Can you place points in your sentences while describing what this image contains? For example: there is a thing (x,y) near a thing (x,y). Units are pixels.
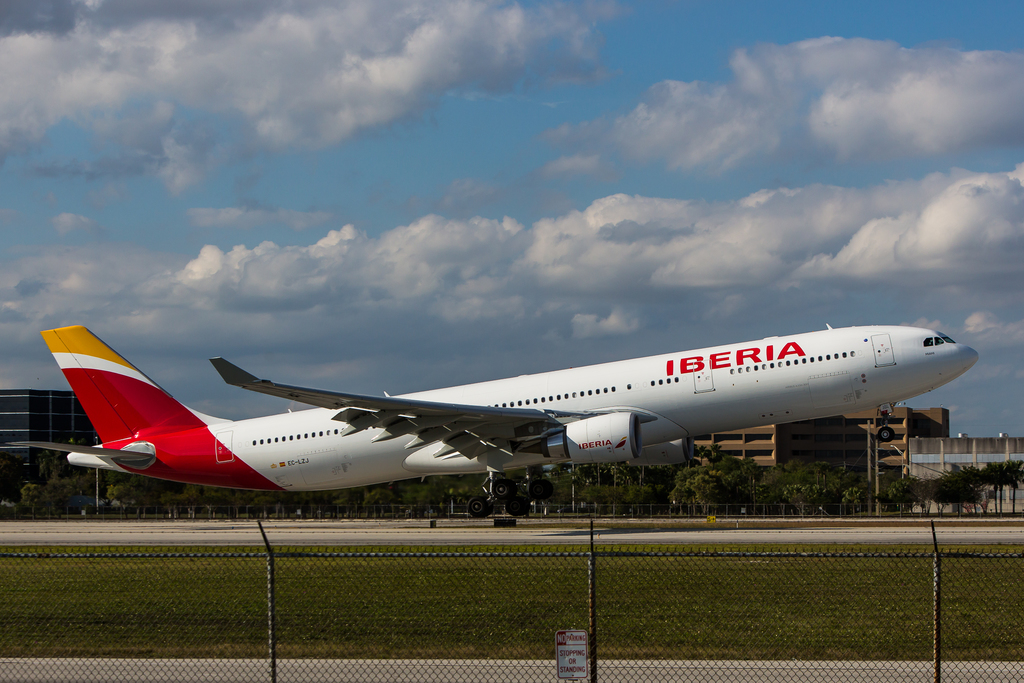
In this image there is an airplane (125,429) on the land (514,529). Bottom of the image (464,593) there is a fence (494,599). Behind there is grassland (581,589). Background (785,444) there are few trees (745,500) and buildings (794,435). Top of the image (466,154) there is sky (563,249) with some clouds (548,288).
